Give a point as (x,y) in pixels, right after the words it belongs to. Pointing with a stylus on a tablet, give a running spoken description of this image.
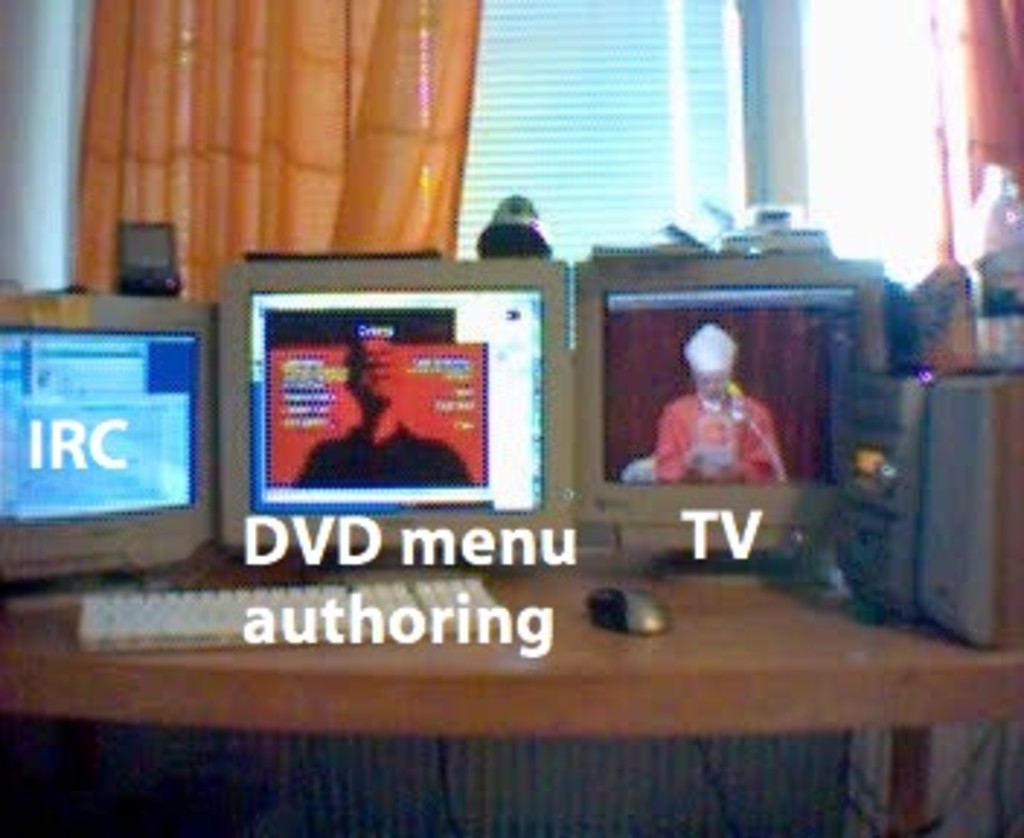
In the center of the image (512,355) there are monitors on the table (404,708). There is a keyboard (455,585). There is a mouse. In the background of the image (667,187) there is a window (552,164).
